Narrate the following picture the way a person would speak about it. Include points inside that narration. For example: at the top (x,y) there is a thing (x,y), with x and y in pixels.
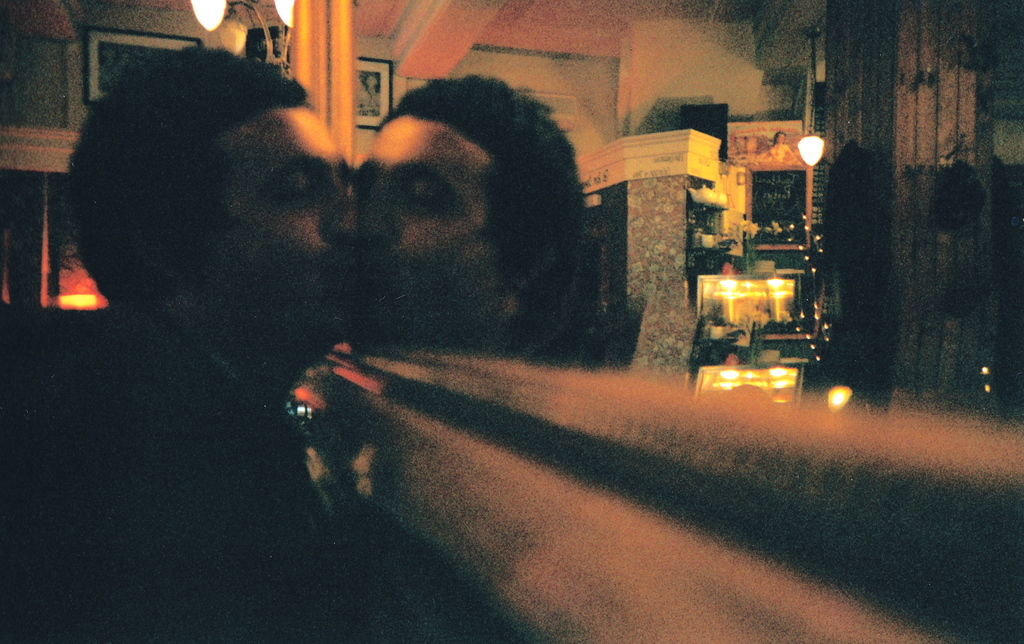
This picture is blurry and dark, there is a person (289,335), in front of this person (353,225) we can see mirror (409,329), in this mirror (488,273) we can see reflection (489,350) of person (489,350) and we can see boards (772,216), lights (807,228), flowers (755,220) and wall (646,126). In the background (186,43) we can see lights (220,6) and frame (82,71).
